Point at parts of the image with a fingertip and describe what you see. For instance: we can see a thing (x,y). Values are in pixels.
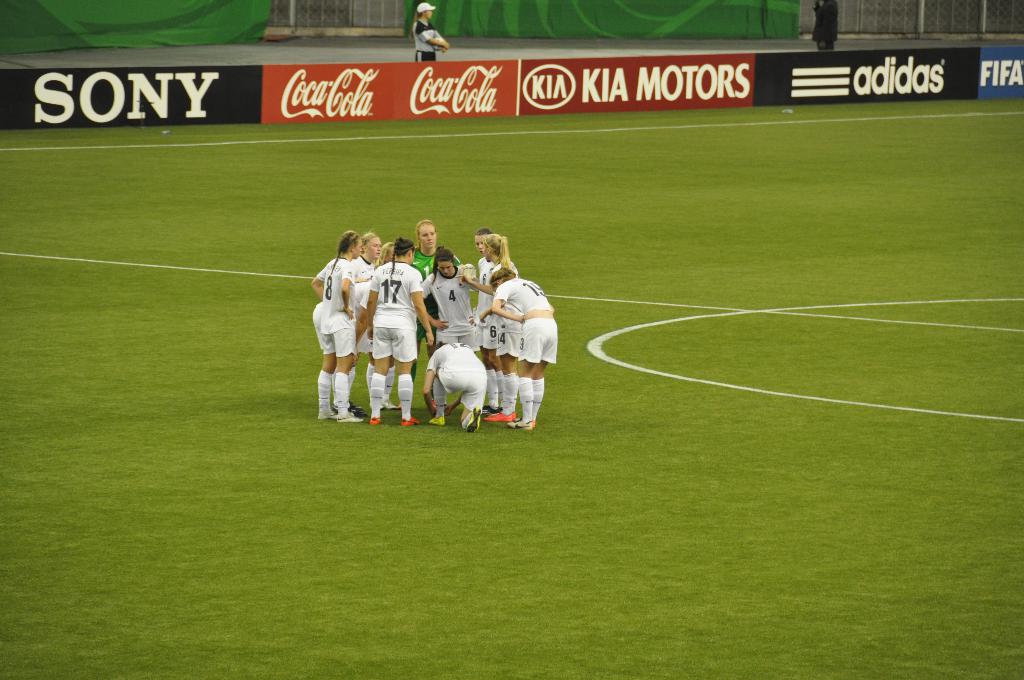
In this image I can see some people (434,309) on the ground (557,412). In the background (427,108), I can see the banners (501,91) with some text (566,87) written on it.
